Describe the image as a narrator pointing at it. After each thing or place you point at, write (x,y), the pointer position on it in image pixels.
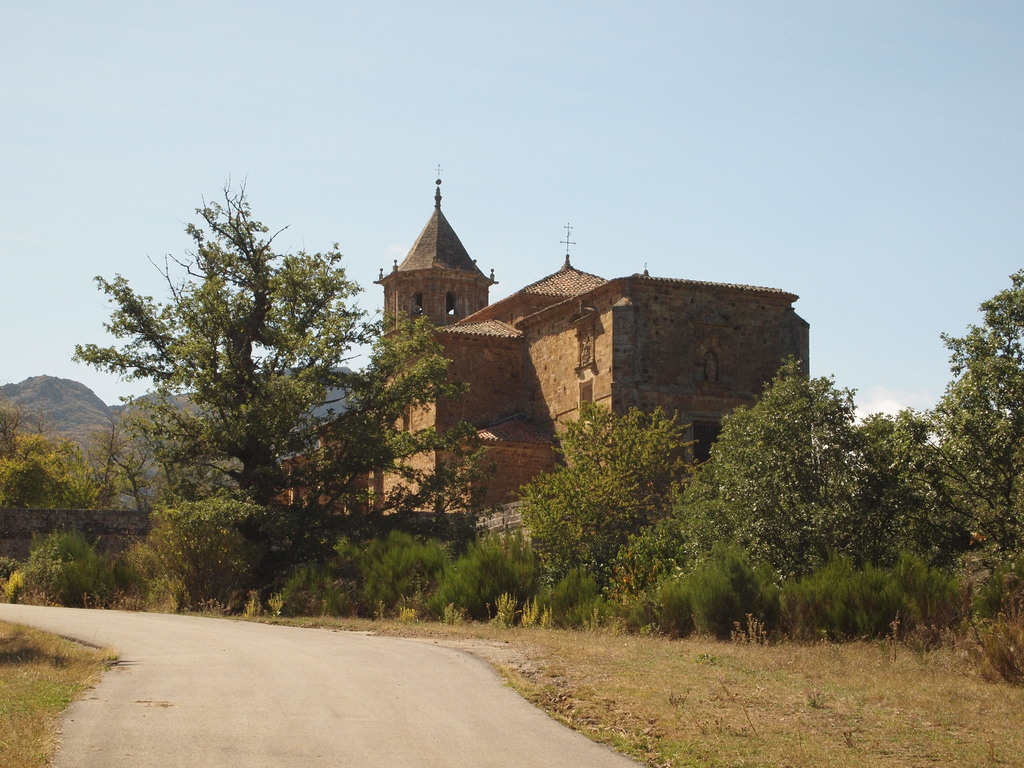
In the image there is a plain road (286,650) and around the road (267,650) there are many plants (630,565) and trees (410,439). Behind the trees (124,364) there is a building (427,276) and in the background (5,395) there are mountains (38,431).
